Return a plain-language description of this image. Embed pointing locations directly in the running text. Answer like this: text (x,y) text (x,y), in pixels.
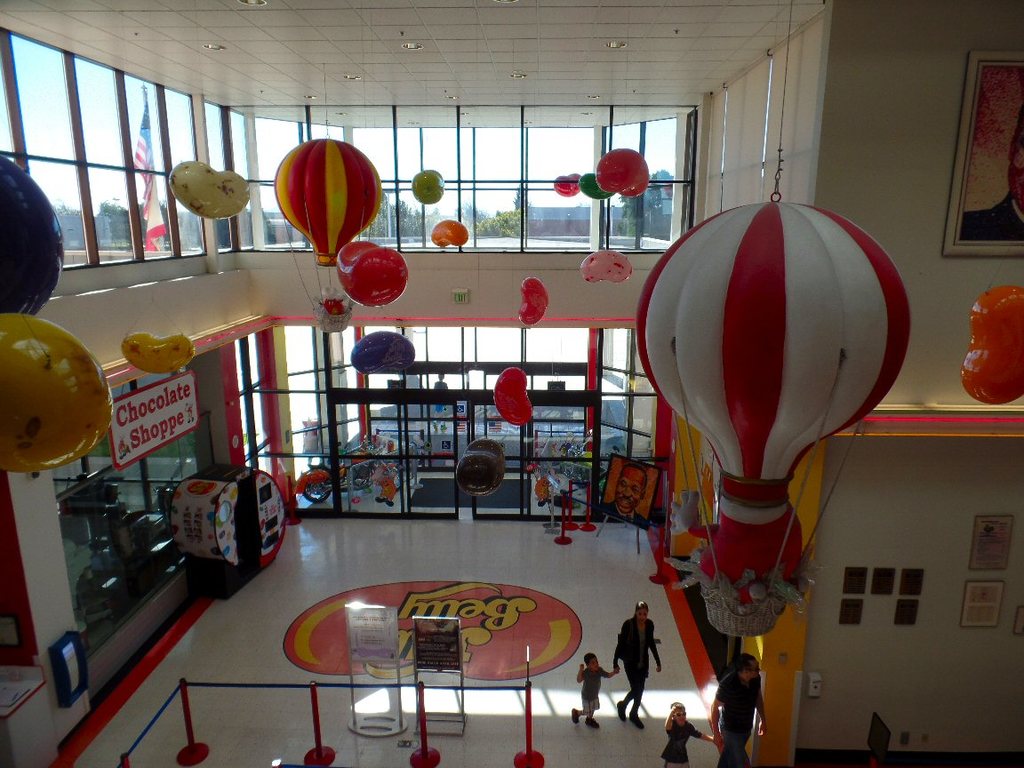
In this image there are some air balloons (792,406), and at the bottom (670,714) there are some people (670,714) who are walking and in the background (535,505) there are some glass windows (306,447) and doors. And on the door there is one board (126,421), on the board (136,412) there is one text (136,401) and at the top (264,49) there is ceiling (534,48) and in the background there are some trees (650,196) and flag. On the right side (993,101) there are some photo frames (907,608) on the wall (936,586).
